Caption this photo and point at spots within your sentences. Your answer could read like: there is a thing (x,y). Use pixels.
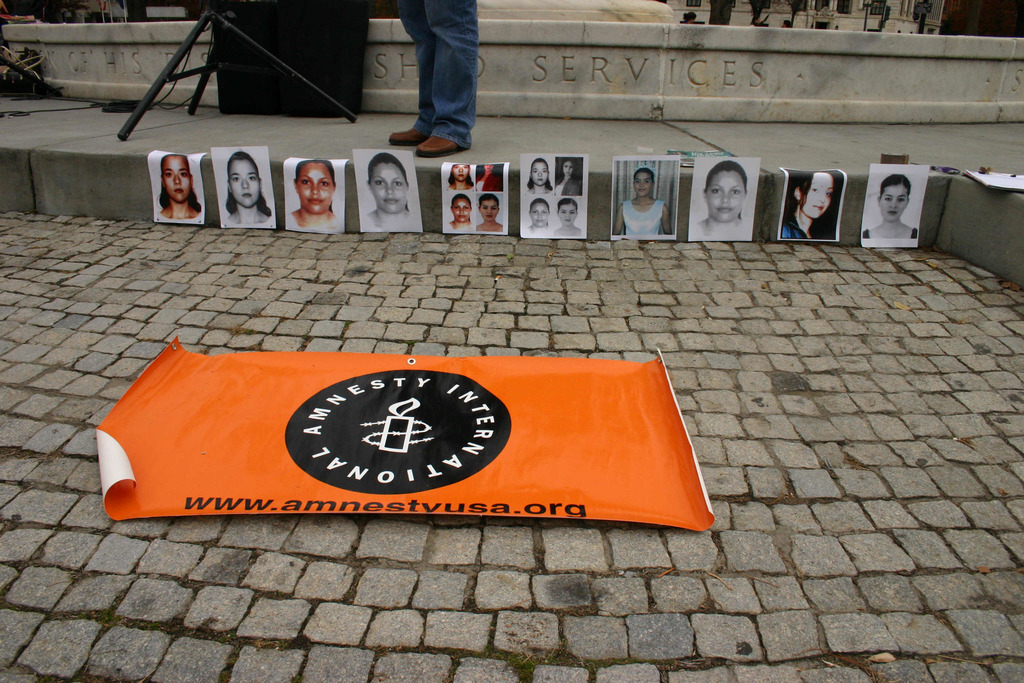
In the image on the floor (194,343) there is a poster (333,439) with logo (404,470) and website address (385,504) on it. Behind the floor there is a footpath (248,144) with photos (480,189) of ladies (301,172). On the footpath (511,182) there are legs (434,81) of a person (426,47) with shoes (403,137) and also there is stand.
